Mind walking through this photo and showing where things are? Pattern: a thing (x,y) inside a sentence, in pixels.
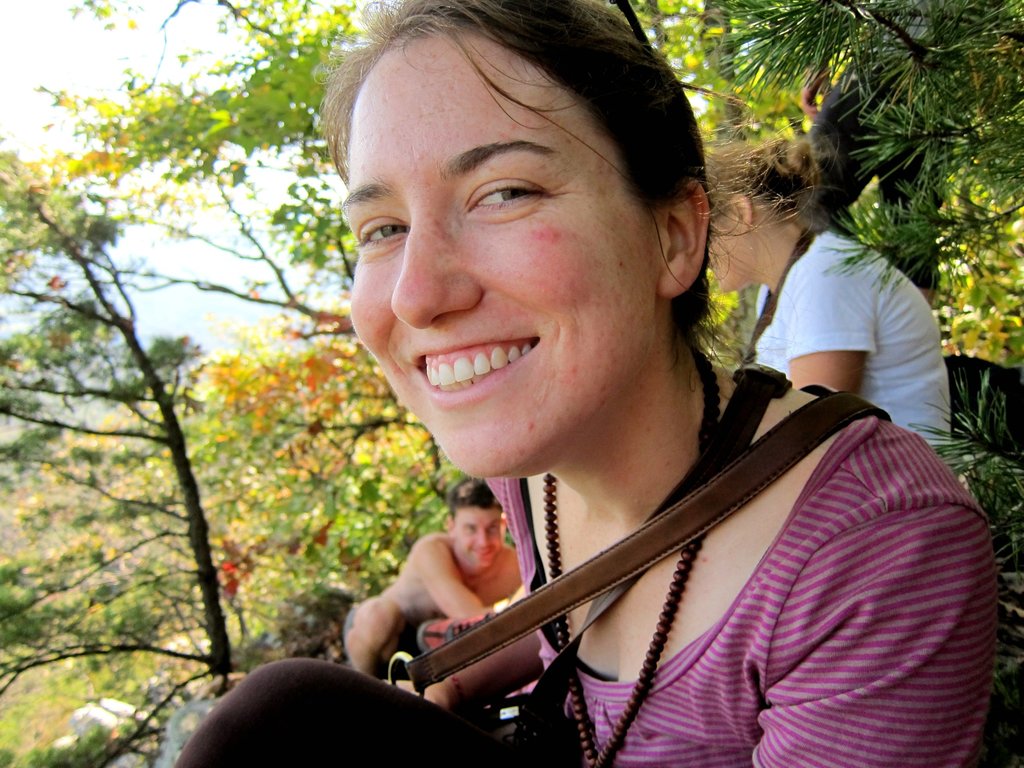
In this picture I can see few people (636,353) and some trees (276,271).
